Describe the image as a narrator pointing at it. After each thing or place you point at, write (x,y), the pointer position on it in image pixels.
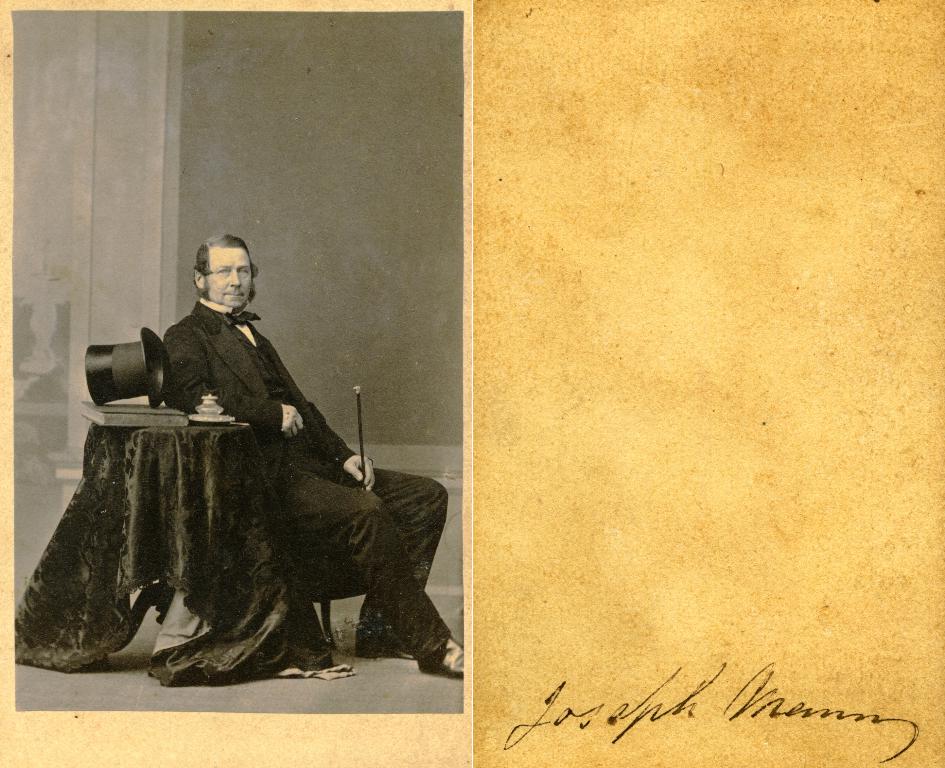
In this image I can see a chart paper (542,88) on which we can see a person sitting on the chair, beside that there is a signature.
